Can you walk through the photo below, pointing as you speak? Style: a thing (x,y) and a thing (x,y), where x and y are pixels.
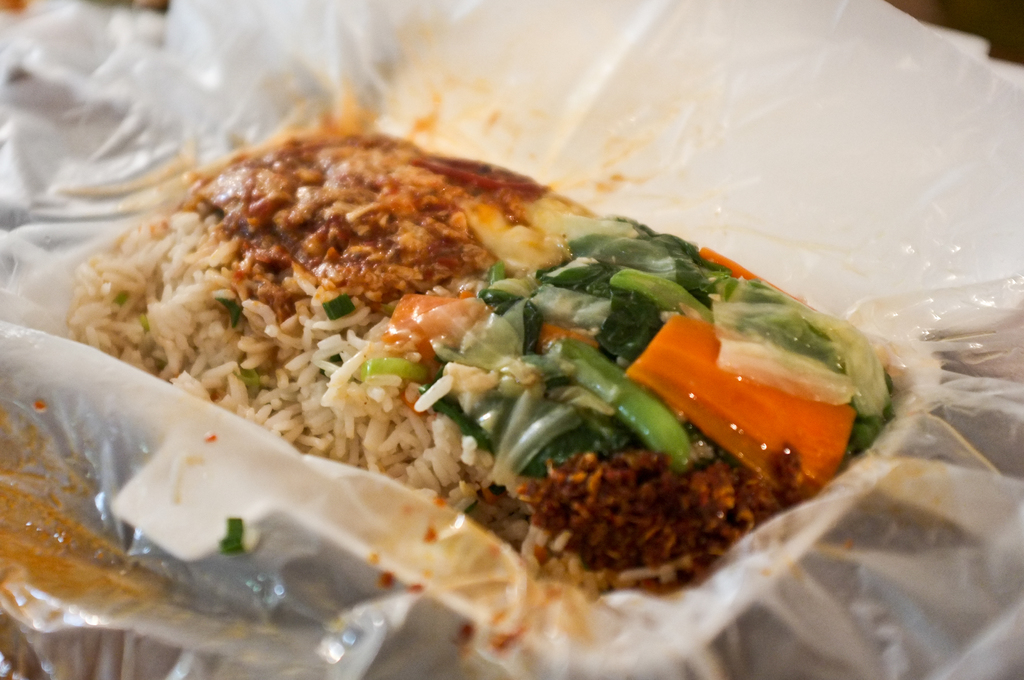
In this image, I can see rice (208,372), vegetables (511,383) and some other food item (460,247) is placed in a wrapper (847,496). This looks like a plastic cover (950,378).
